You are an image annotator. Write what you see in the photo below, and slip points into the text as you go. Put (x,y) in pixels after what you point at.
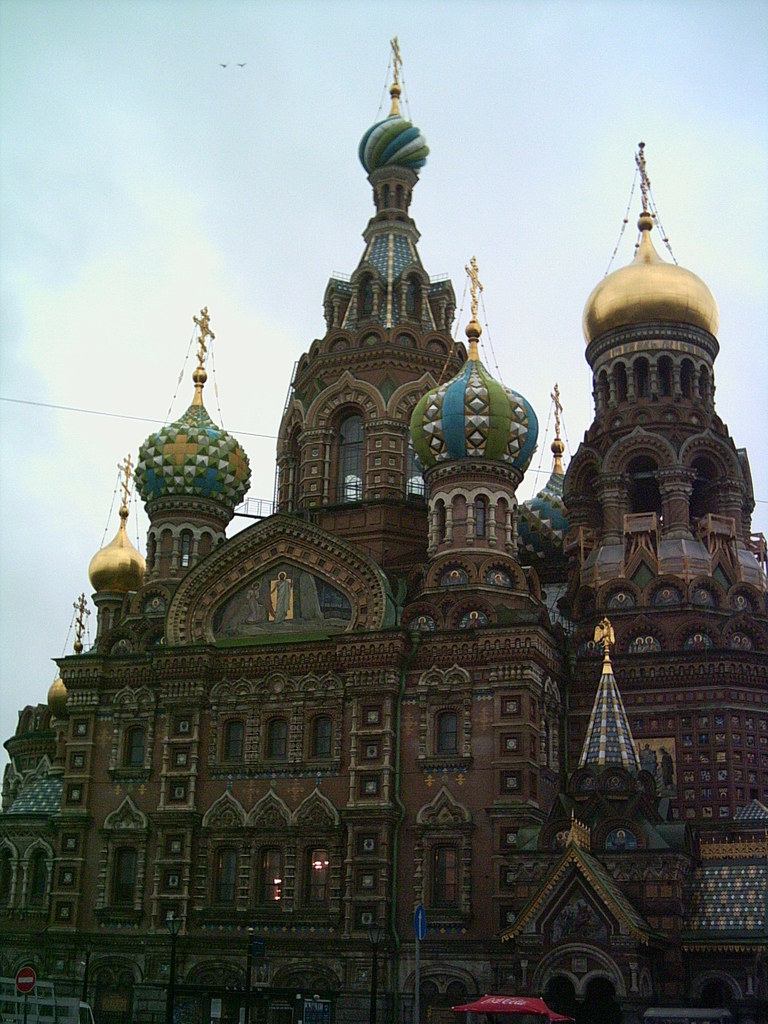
In this image there is a castle (333,667), in front of the castle (244,956) there are sign boards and tents (510,1008).
